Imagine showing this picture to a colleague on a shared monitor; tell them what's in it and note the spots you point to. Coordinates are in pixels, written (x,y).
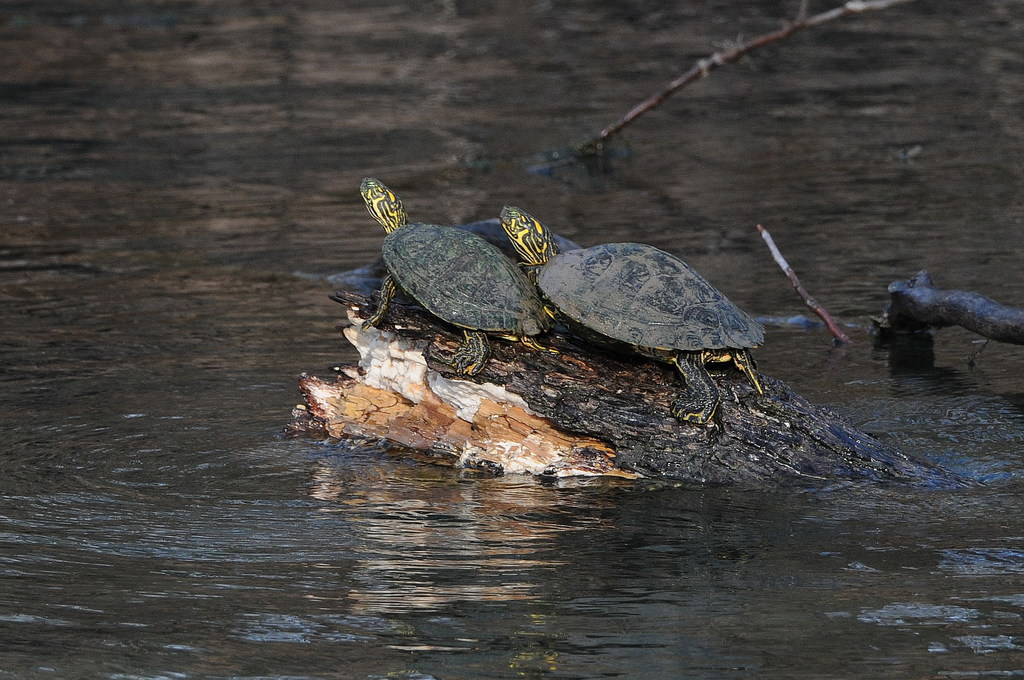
In this picture there are two tortoises (569,292) on a broken tree trunk (646,376) which is on the water (431,468) and there are some other objects (767,39) in the background (783,31).
